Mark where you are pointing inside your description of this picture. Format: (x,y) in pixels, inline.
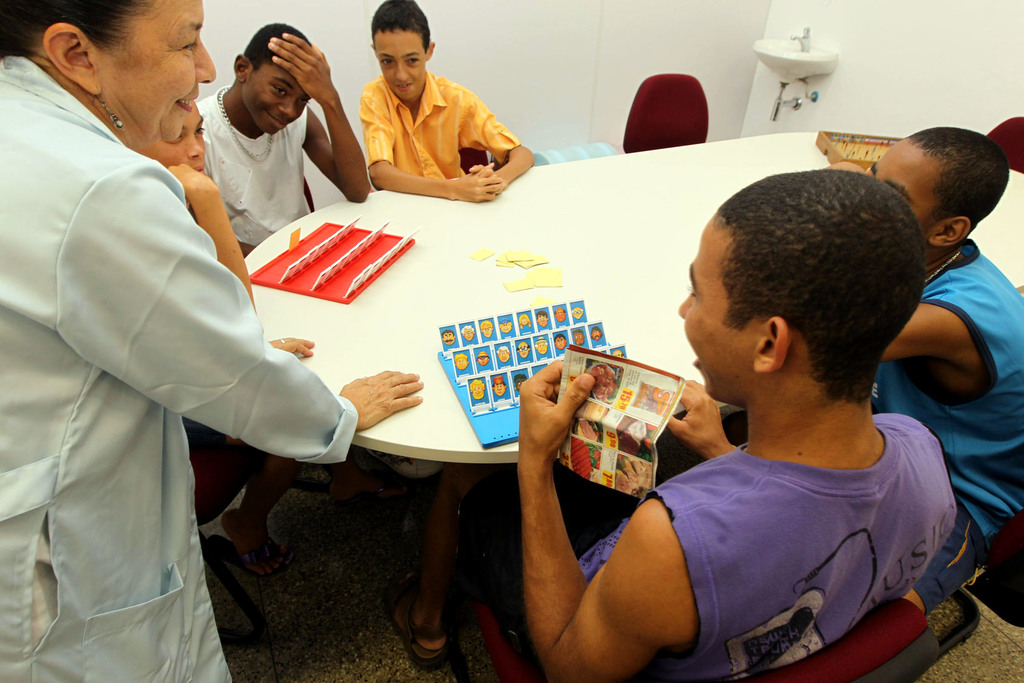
There are few men (471,544) sitting on the chair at the table (439,389) and on the left (114,301) a woman (137,372) is standing. We can see chairs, sink (784,56) and wall (922,117) in the picture.
